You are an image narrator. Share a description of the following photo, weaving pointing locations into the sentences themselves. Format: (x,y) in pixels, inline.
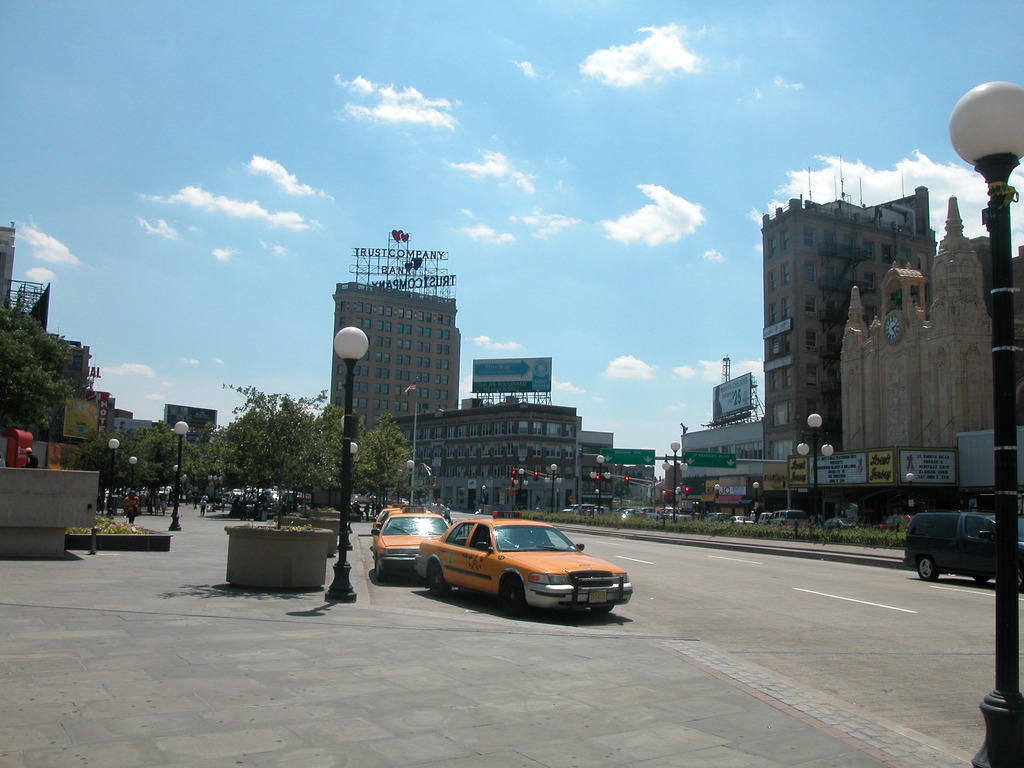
In this image I see the road (589,620) on which there are number of vehicles (467,534) and I see the light poles (184,421). In the background (670,467) I see number of buildings (439,410) and the trees (163,426) and I see the traffic signals (537,471) over here and I see boards (877,471) on which there is something written and I see the sky (587,93) which is clear.
